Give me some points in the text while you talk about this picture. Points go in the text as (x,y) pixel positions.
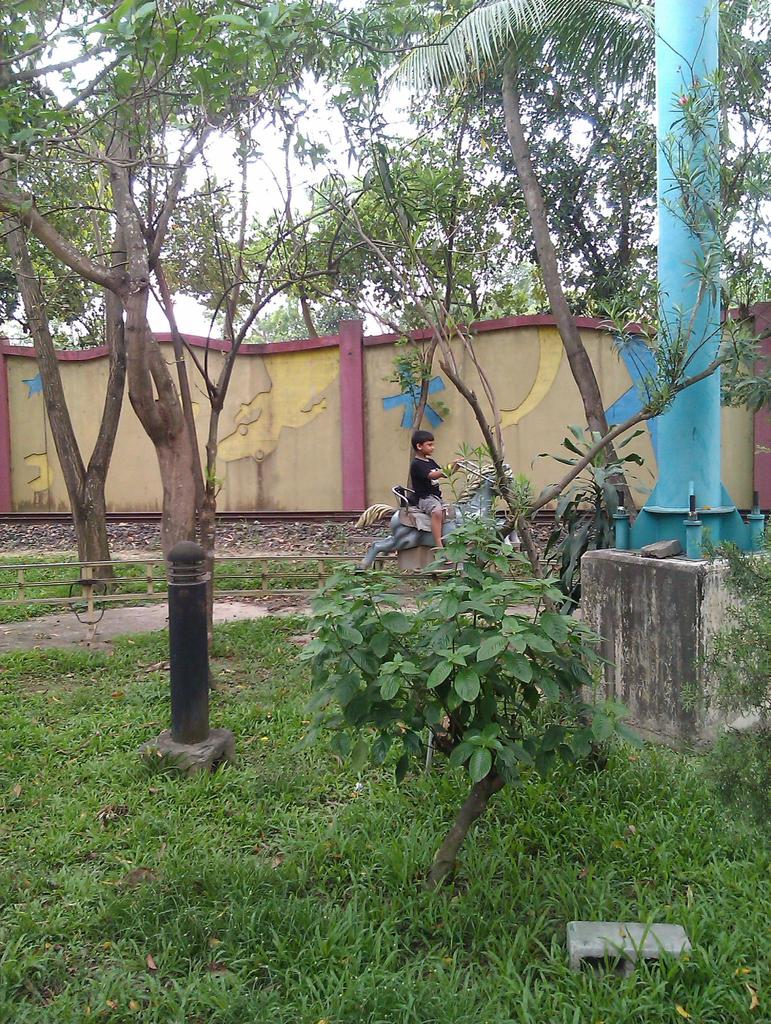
In this picture we can see grass (155,819), poles (170,621), trees (348,591), wall (96,420) and a boy (414,448) sitting on a toy horse (473,507) and in the background (190,181) we can see the sky (192,323).
